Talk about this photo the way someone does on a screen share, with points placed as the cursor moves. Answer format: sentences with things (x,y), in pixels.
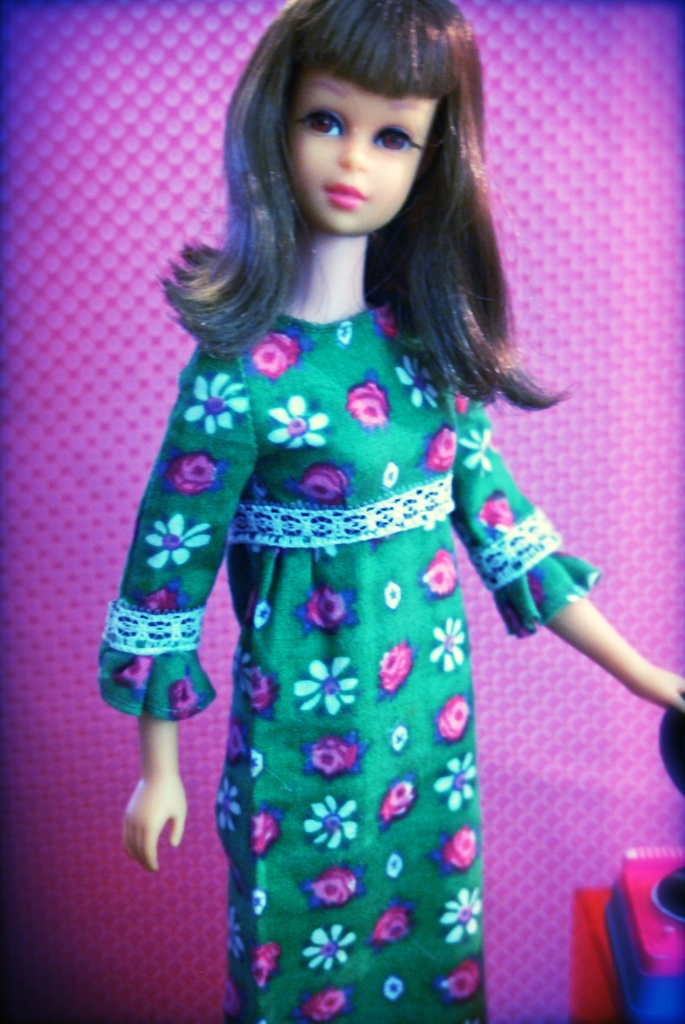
Here in this picture we can see a doll (306,274) present over a place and behind that we can see pink colored background (205,209) present and on the right side (601,944) we can see something present in front of it over there.
